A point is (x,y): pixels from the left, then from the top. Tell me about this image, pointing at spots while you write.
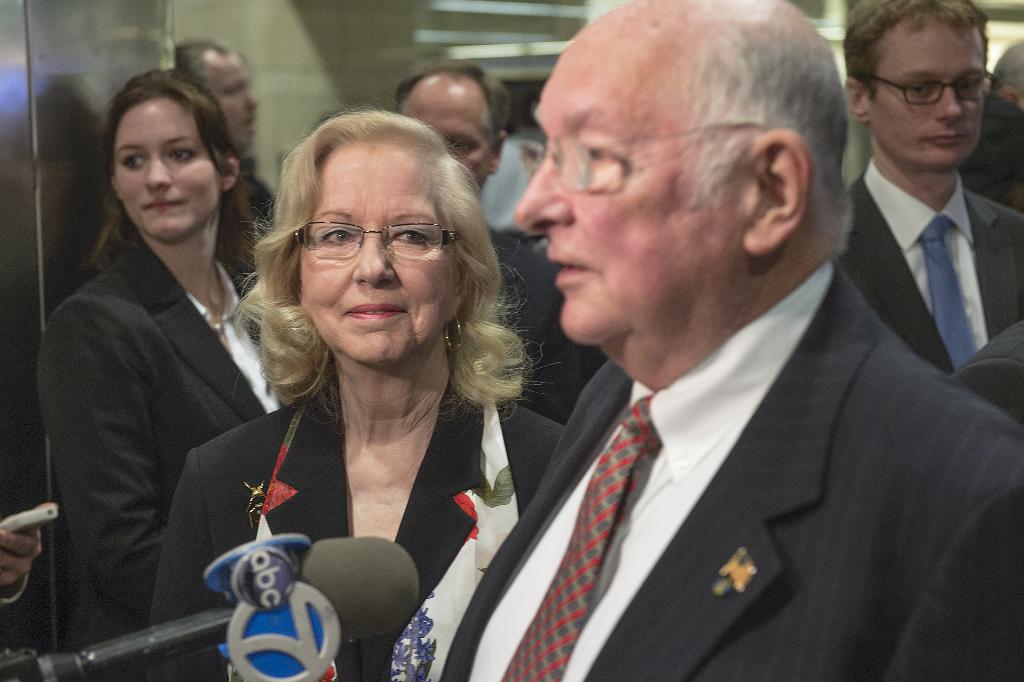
This image is taken indoors. In the background (292,39) there is a wall (282,32) and a few people (533,323) are standing. In the middle of the image (396,362) a woman (426,345) and a man (659,465) are standing. On the left side of the image (208,427) a woman (182,385) is standing. A person (26,543) is holding a mobile phone (13,527) in the hand (24,558) and there is a mic (347,602).
